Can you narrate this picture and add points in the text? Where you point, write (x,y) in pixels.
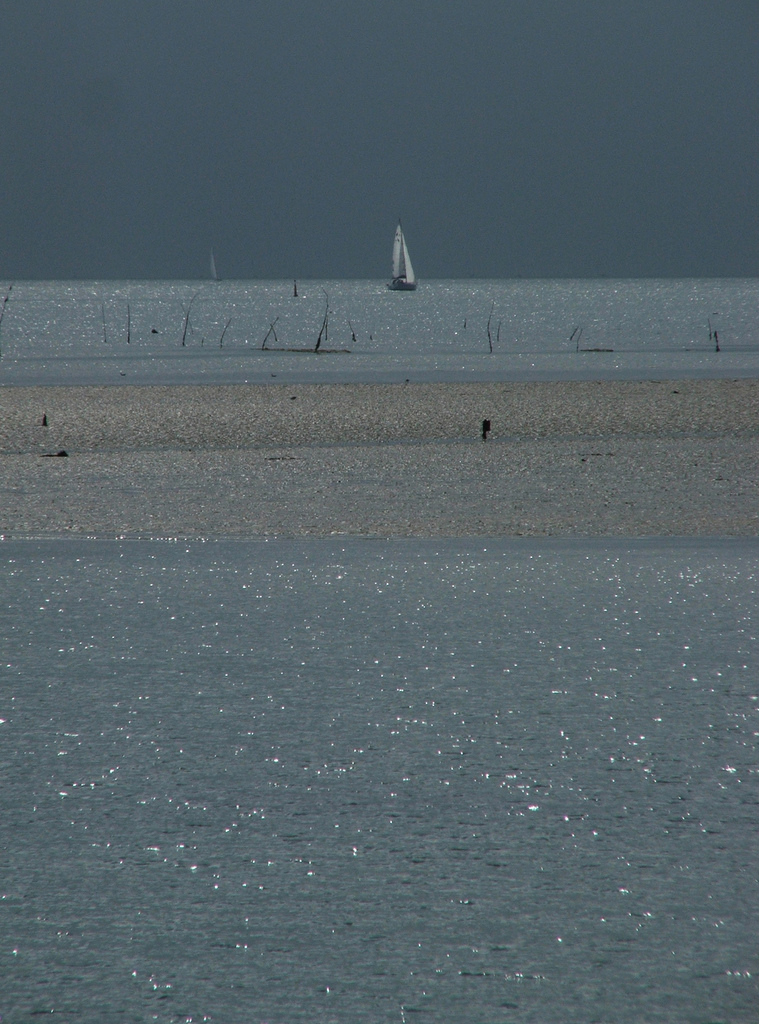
In this image we can see water (409,677). On the water (431,305) there is a boat (408,263). In the background (350,128) there is sky (683,153).
